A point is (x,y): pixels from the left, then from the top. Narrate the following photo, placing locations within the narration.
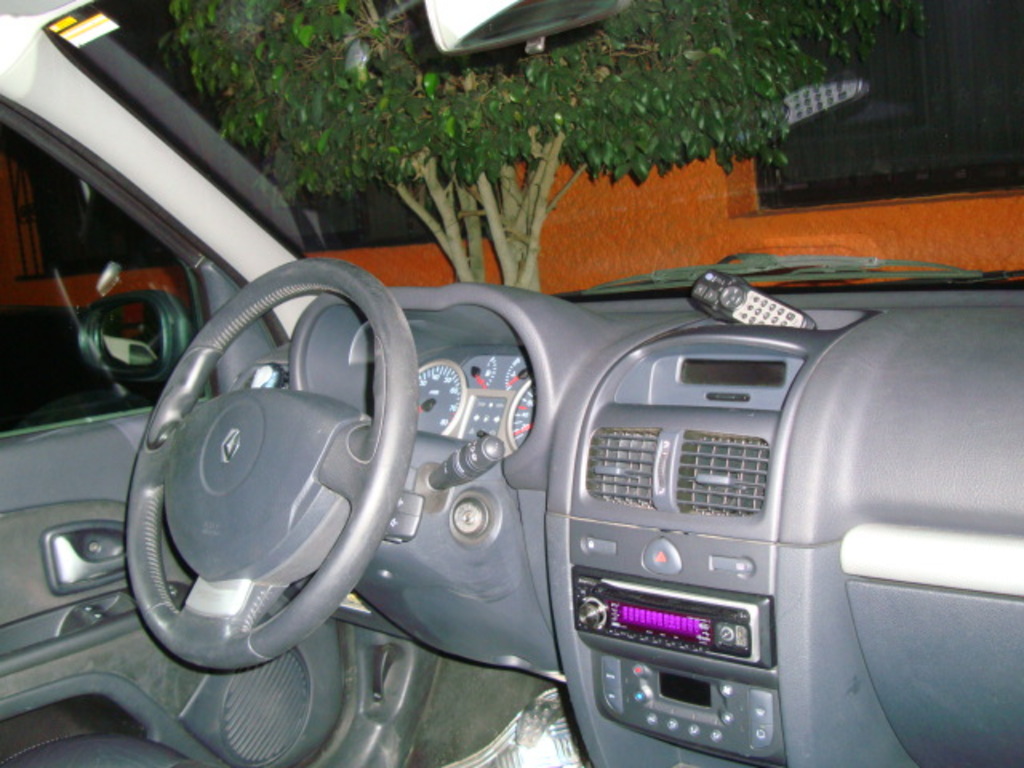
In this picture we can see inside of a vehicle (259,703), here we can see a steering (133,572), speedometers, remote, mirrors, windscreen wiper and some objects (602,663), from windscreen wiper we can see a wall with windows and trees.
